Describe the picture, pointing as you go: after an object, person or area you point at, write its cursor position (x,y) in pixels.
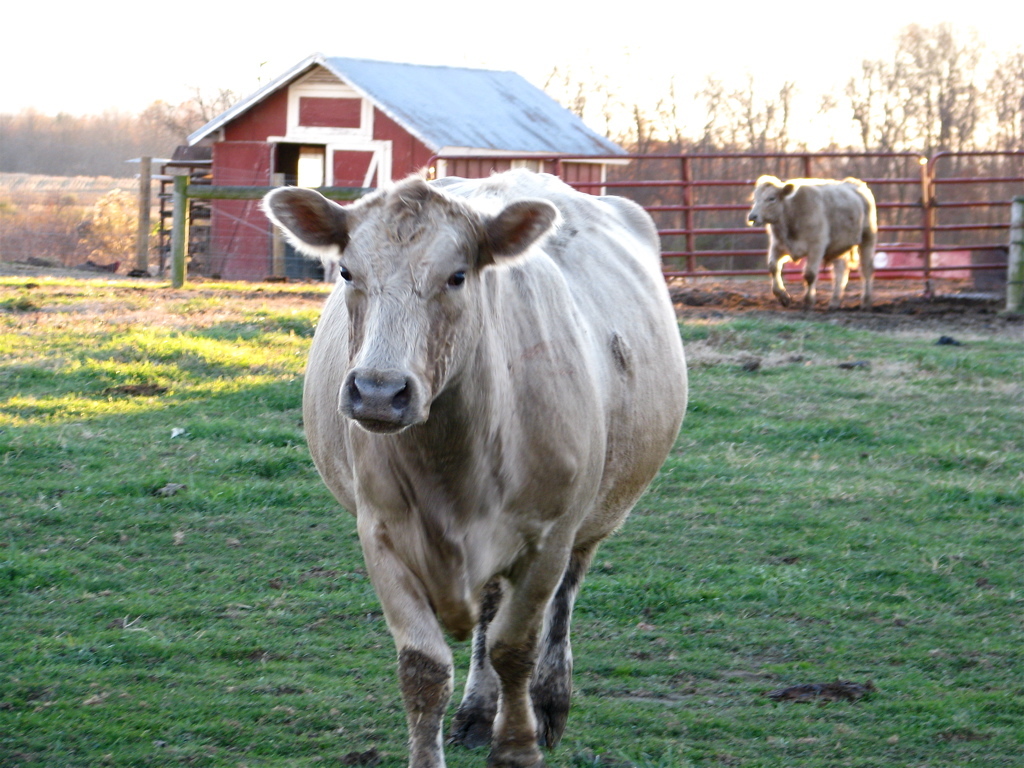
This image consists of two cows (654,396). At the bottom (597,604), there is green grass (839,547). In the background (661,209), we can see a fence (705,209) and a house (284,114). And there are many plants (63,157) and trees (63,157).
